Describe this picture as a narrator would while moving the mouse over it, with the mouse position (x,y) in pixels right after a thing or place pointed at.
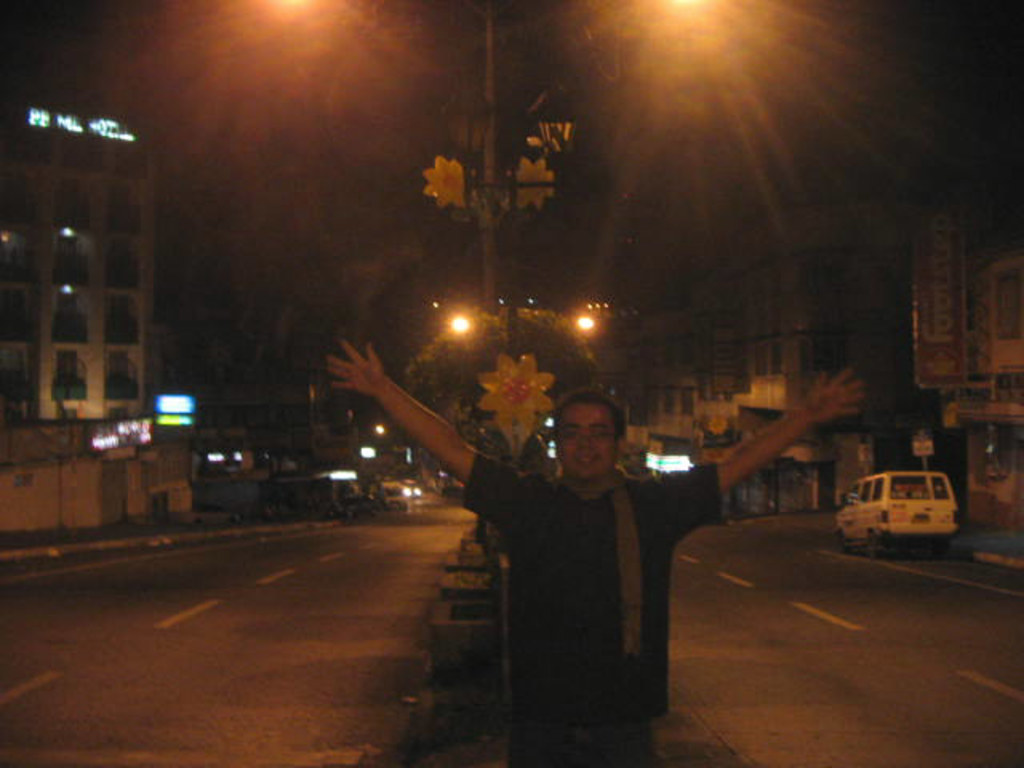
In this image we can see a man (641,660) is standing in between the roads (370,668), behind him pillar (489,216) is there. Left and right side of the image (950,341) buildings (965,382) are present and vehicles (906,510) are moving on the road (869,560).
